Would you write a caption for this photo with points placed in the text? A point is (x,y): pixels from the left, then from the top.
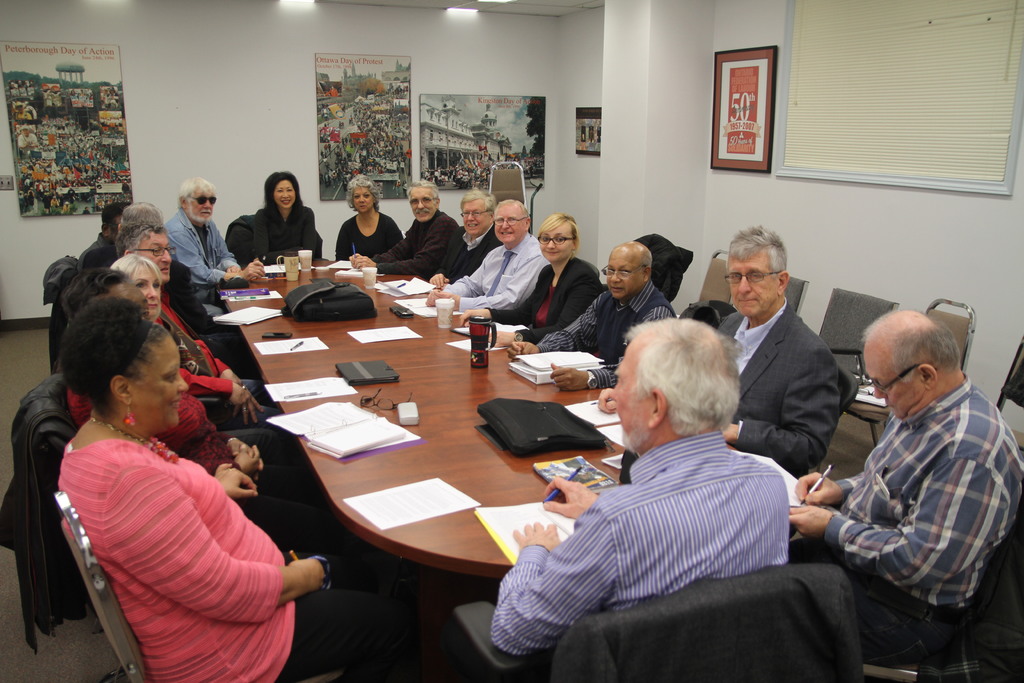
A group of people (204,195) are sitting around a table (343,338) in a meeting hall (781,61).
